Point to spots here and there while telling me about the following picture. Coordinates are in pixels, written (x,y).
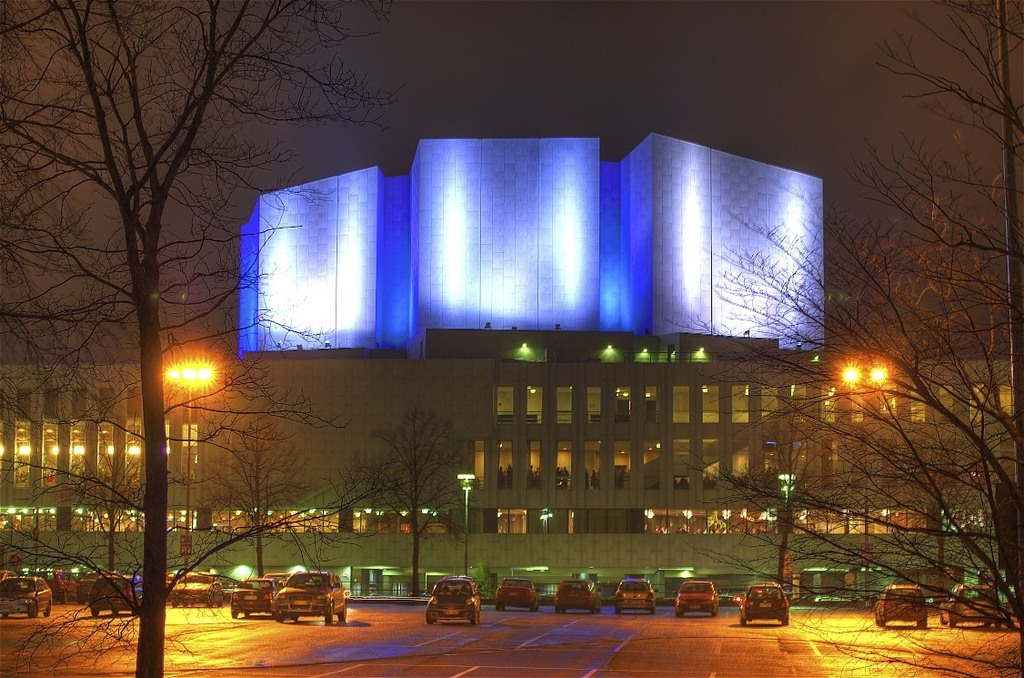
In this image there are trees (144,661) in the left (52,440) and right corner (989,535). There is a road (254,675) at the bottom (494,618). There are vehicles (879,621) in the foreground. There are buildings (810,226), poles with lights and trees (258,471) in the background (258,471). And the sky (950,73) is very dark at the top (512,51).
